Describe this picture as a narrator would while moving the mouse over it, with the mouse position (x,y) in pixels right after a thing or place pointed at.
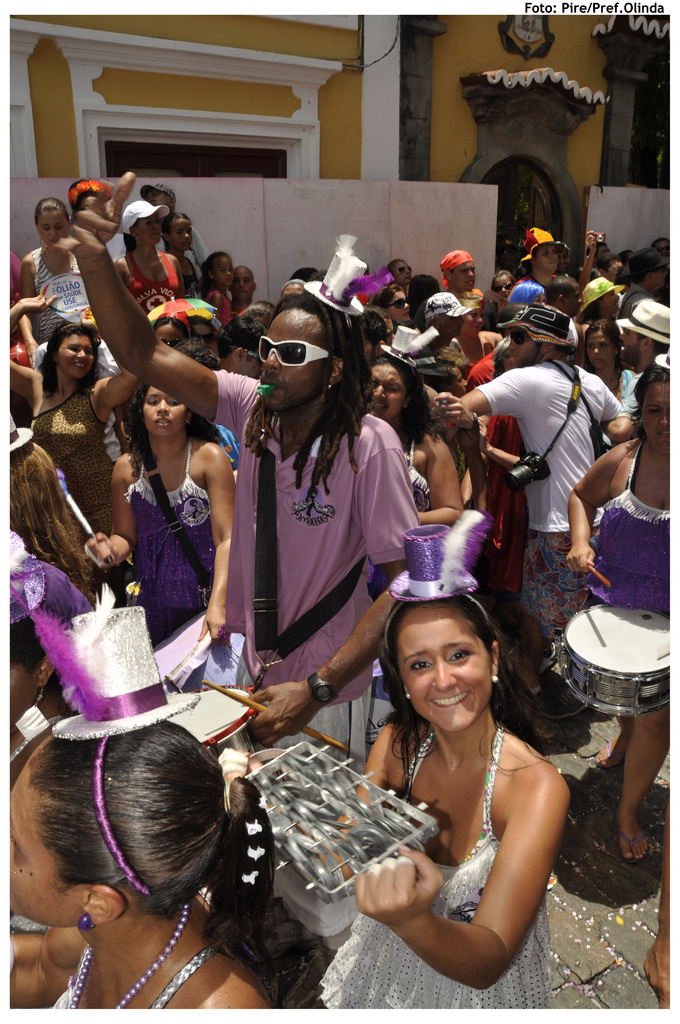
This image consists of many people (168,743) on the road (576,909). Few of them are playing musical instruments (382,850). In the background (281,110), we can see a building (357,174). At the bottom (586,923), there is a road (571,896).
